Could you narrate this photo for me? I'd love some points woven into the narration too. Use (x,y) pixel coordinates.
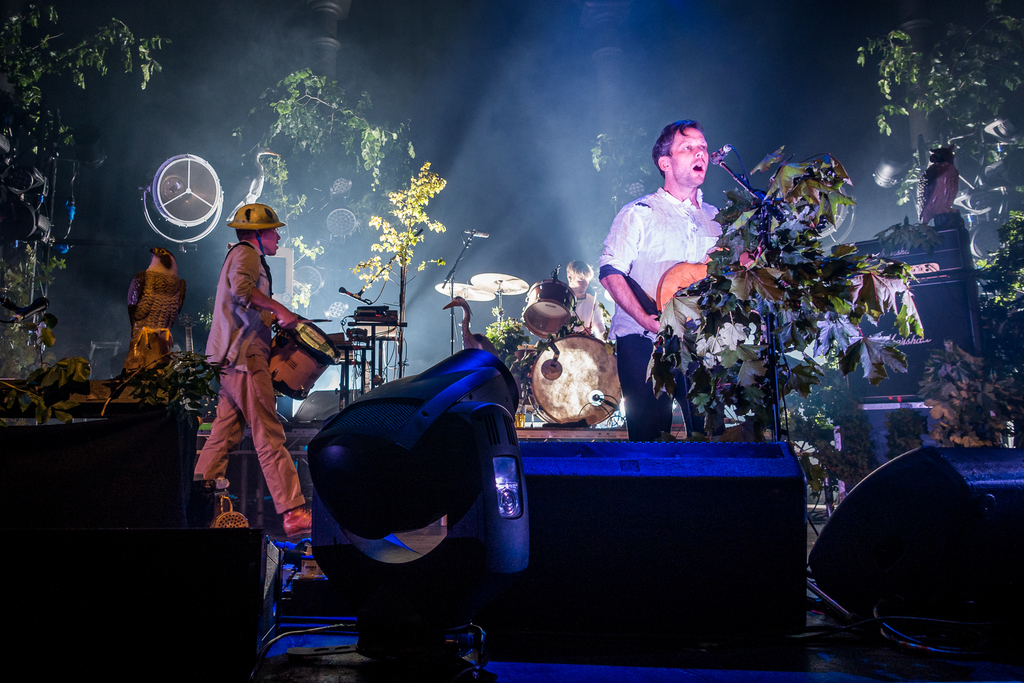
In this image I see 3 men (578,264) and all of them are with the musical instruments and I can also see that this man (693,254) over here is standing in front of a mic (719,152) and there 2 equipment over here. In the background (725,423) I can see few plants (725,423).
